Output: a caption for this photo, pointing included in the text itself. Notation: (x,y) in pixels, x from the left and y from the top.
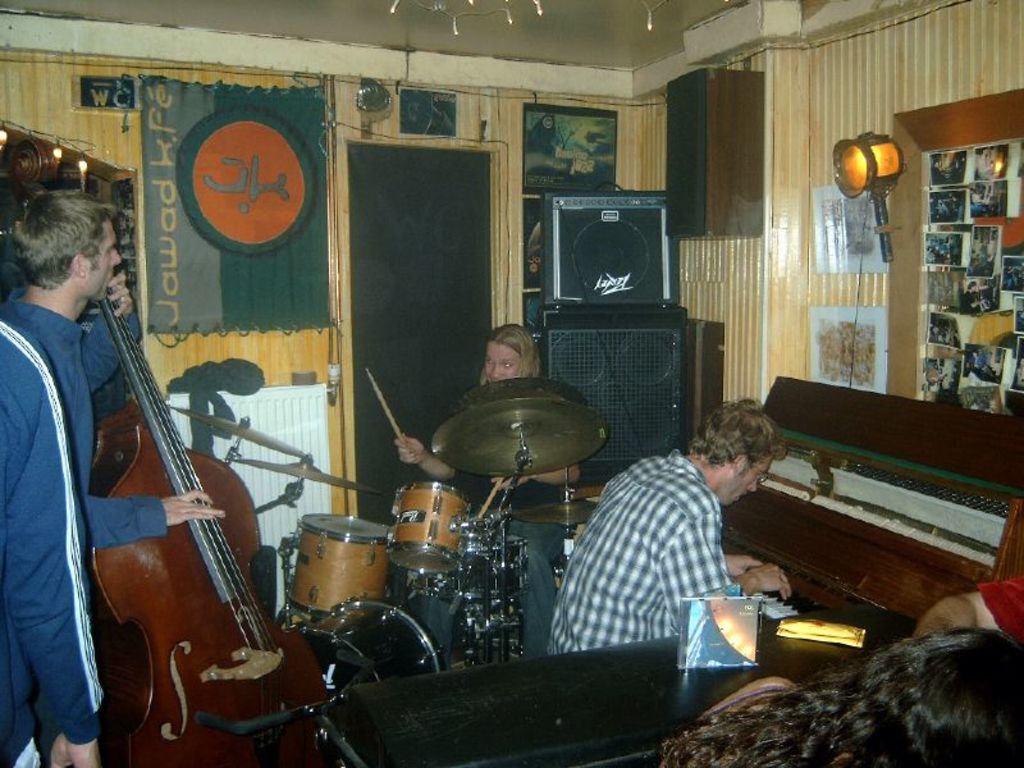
In this picture a man (51,210) is holding a double bass (202,703), a person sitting here is playing the drum set (476,578), and the person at the right (684,595) is playing piano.
